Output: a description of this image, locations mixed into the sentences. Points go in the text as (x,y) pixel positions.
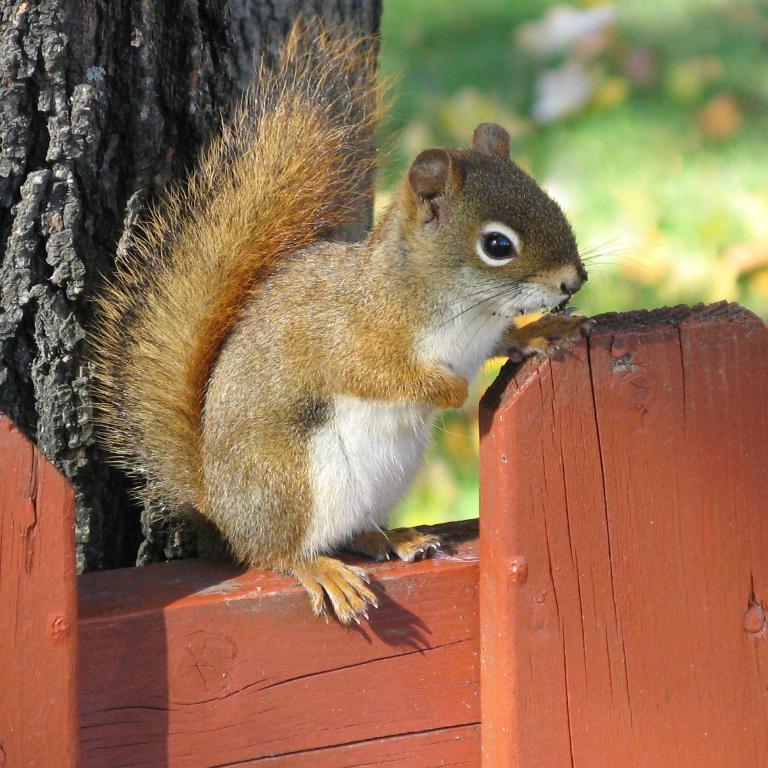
In the middle of the image (360,336) we can see a squirrel (327,261) and we can see blurry background (766,162).
